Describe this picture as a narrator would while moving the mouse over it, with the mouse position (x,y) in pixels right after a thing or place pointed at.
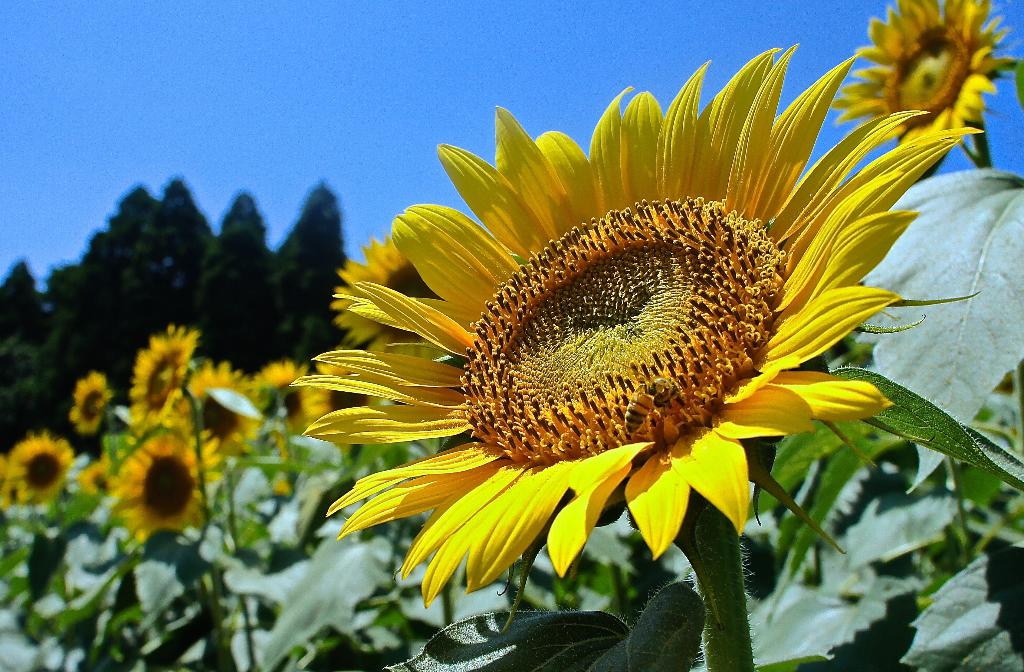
This picture shows plants (586,390) with flowers (528,403). Flowers (540,446) are yellow in color and we see trees (209,246) and a blue sky (357,101).
